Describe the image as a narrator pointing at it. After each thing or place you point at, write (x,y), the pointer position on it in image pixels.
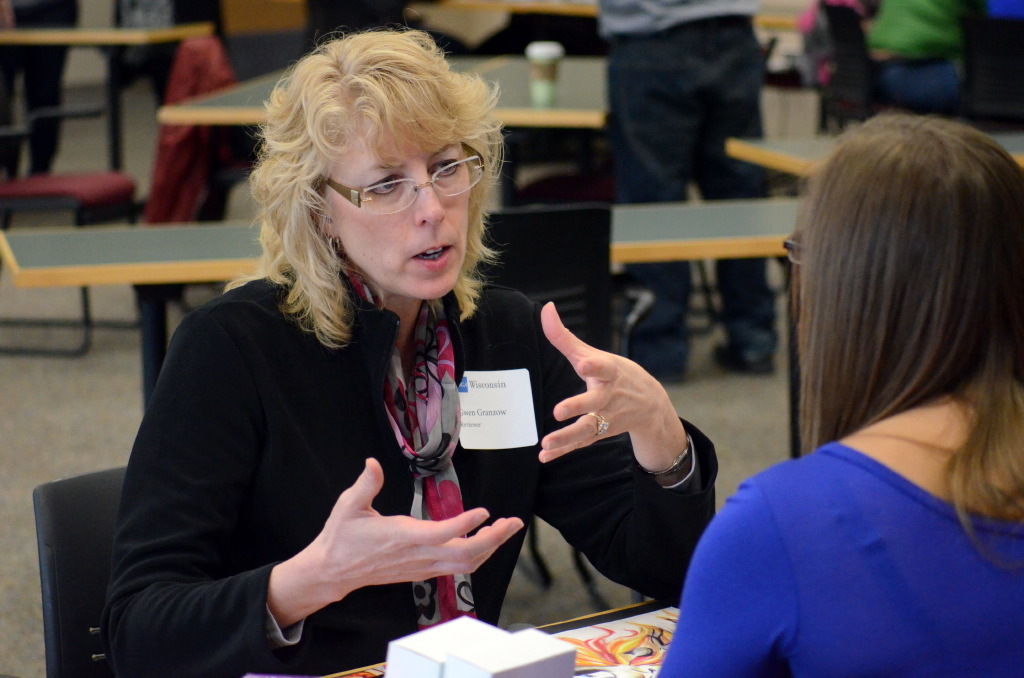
In the image there are two women (628,552) sitting around a table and both of them are looking at each other and the first woman (454,434) is explaining something and the background (67,144) is blurry.
